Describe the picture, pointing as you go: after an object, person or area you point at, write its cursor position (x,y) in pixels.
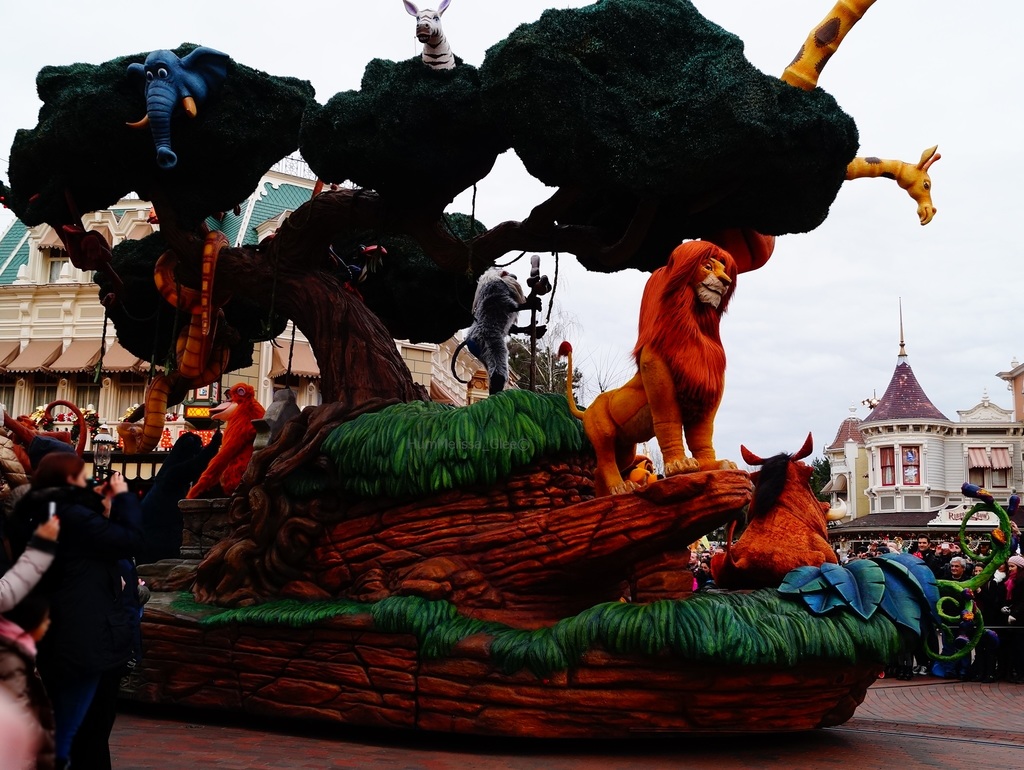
In this picture we can see a statue (110,185) of a tree (405,231) and animals (493,327), buildings (7,270) with windows (75,386) and a group of people (65,686) standing on the ground (159,758), some objects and in the background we can see the sky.
